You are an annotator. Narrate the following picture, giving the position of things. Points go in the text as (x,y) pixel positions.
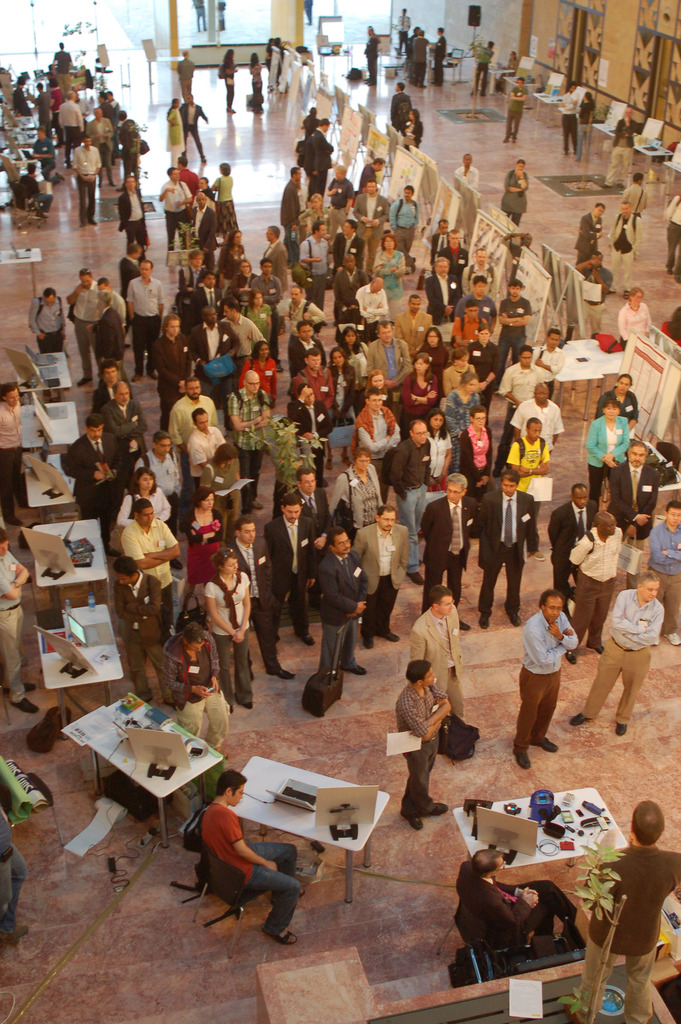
Some people (186,135) gathered at a fair in a hall (35,347).
